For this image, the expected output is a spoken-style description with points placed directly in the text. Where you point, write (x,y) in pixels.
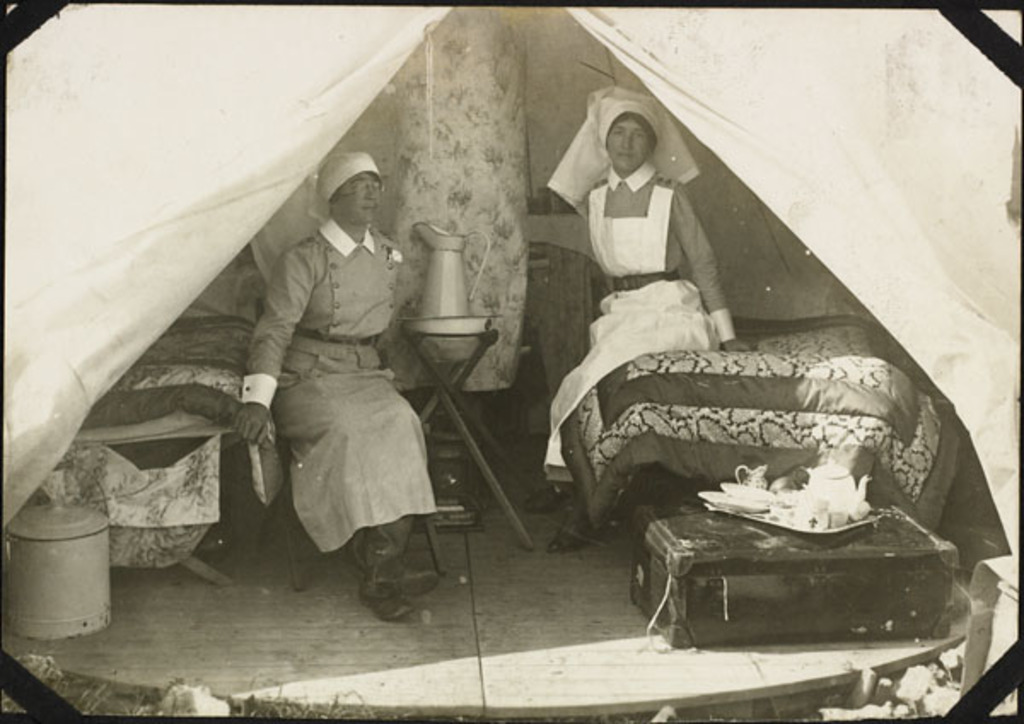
This image is a black and white image. In this image there is a tent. At the bottom of the image (537,690) there is a floor (352,675). In the middle of the image (552,414) two women (318,340) are sitting on the beds (203,404) and there is a table (455,409) with a flask (440,292) on it. There are a few things (747,573) in the tent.
